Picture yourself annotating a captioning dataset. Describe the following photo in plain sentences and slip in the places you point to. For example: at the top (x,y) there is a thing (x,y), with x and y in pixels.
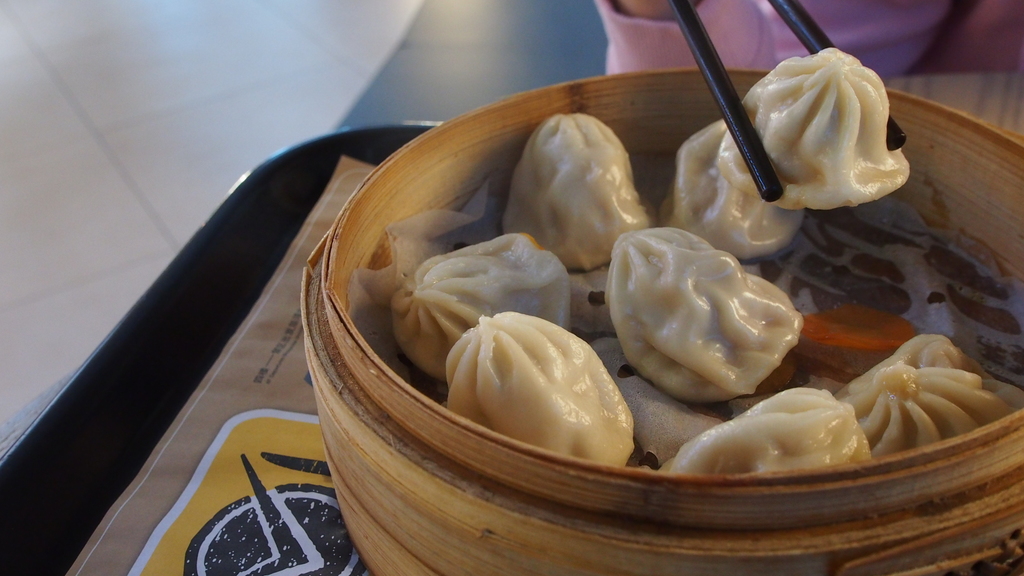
In this image there is a table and we can see a basket (390,456) containing momos (696,303). On the right (713,24) we can see a person (750,48) holding chopsticks (825,41). In the background (196,140) there is a floor (275,94).
